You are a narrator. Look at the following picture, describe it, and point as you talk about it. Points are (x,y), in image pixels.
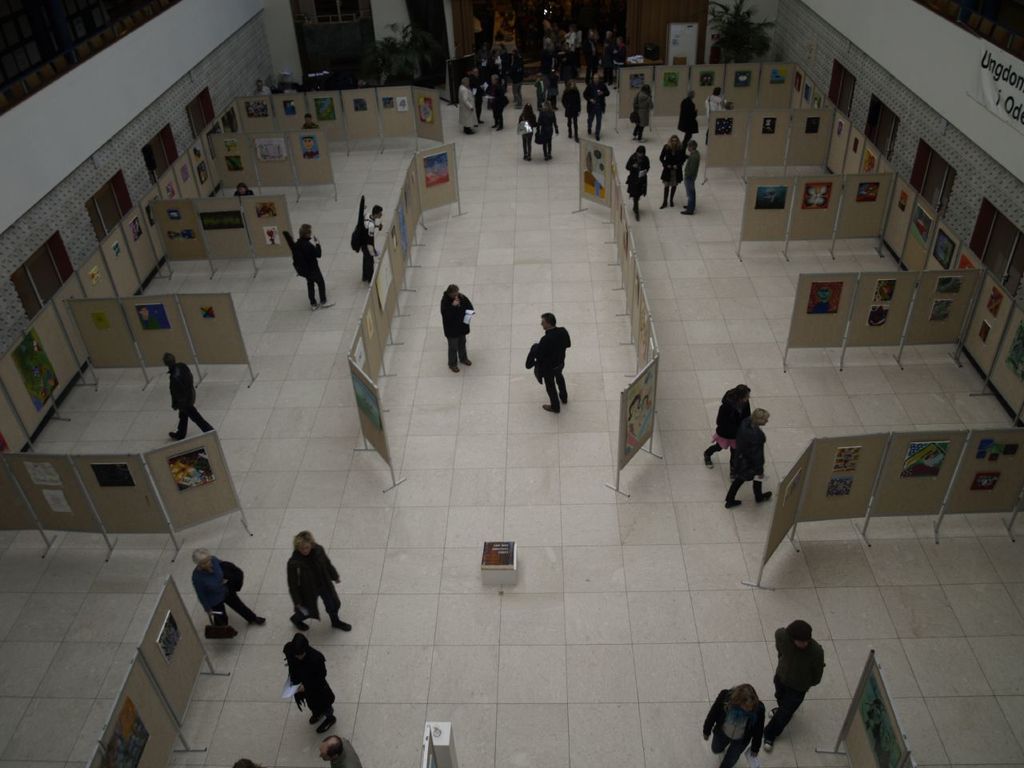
This image consists of many people (370,245). At the bottom (554,648), there is a floor (422,443). It looks like it is clicked in a building (358,17). In this image, we can see many boards (232,482).
